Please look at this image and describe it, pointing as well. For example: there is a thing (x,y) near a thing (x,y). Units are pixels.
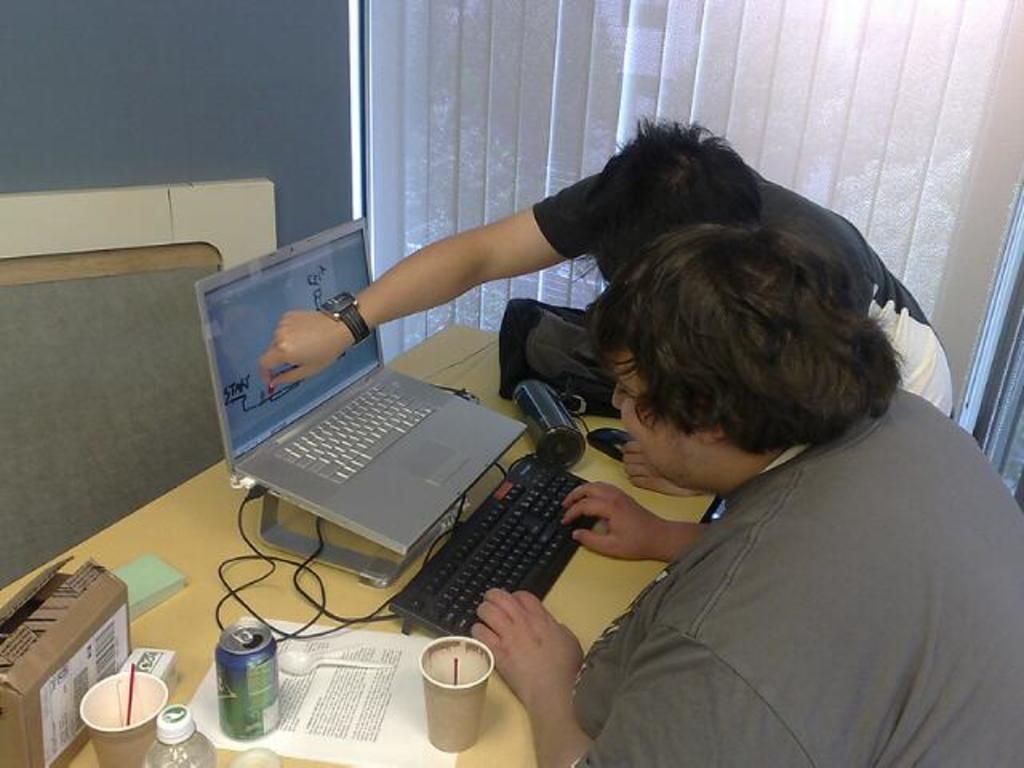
This picture is clicked inside. On the right (804,253) we can see the two persons (918,407) seems to be standing on the ground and working. On the left (207,517) there is a wooden table (224,519) on the top of which glasses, can (222,665), box (40,644), papers (313,680), spoon (313,669), mouse (608,448), keyboard (511,549), laptop (405,503), bag (536,356) and some other items (165,581) are placed. In the background (257,49) we can see a window blind (437,78) and the wall (138,59).
